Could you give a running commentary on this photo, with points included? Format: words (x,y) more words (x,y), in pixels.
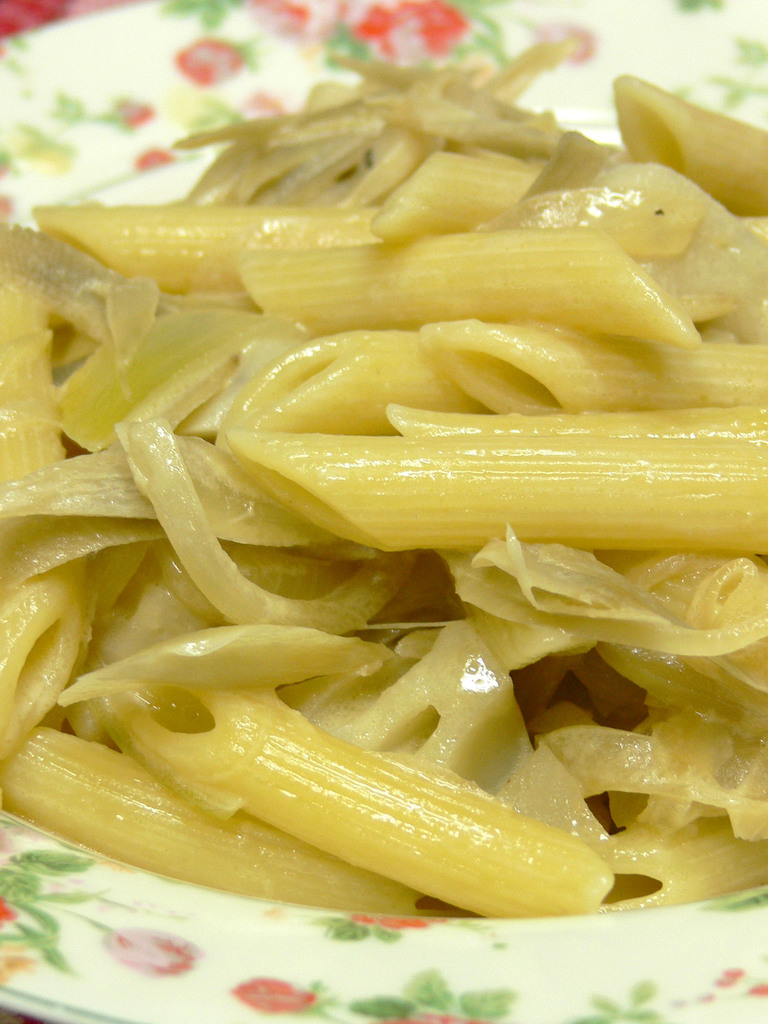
In the image there is a cooked pasta (438,521) served in a plate (150,930).
